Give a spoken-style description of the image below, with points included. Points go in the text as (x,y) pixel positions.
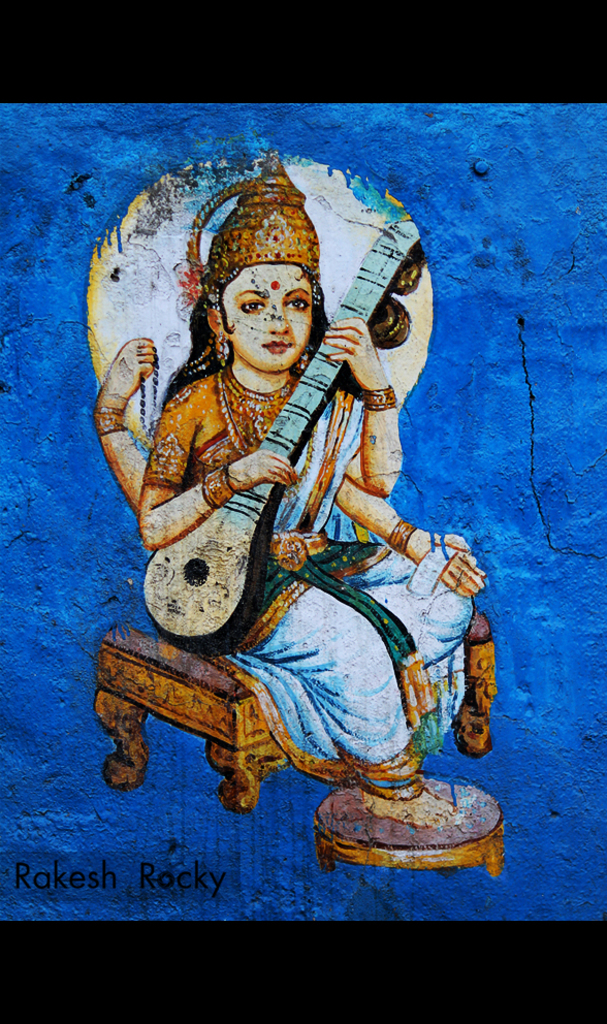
In this image we can see a woman painting (114,670) on a wall (522,533). She is holding guitar (318,367) in her hand (265,466). At the bottom of the image (179,883) some text (58,883) is written.
